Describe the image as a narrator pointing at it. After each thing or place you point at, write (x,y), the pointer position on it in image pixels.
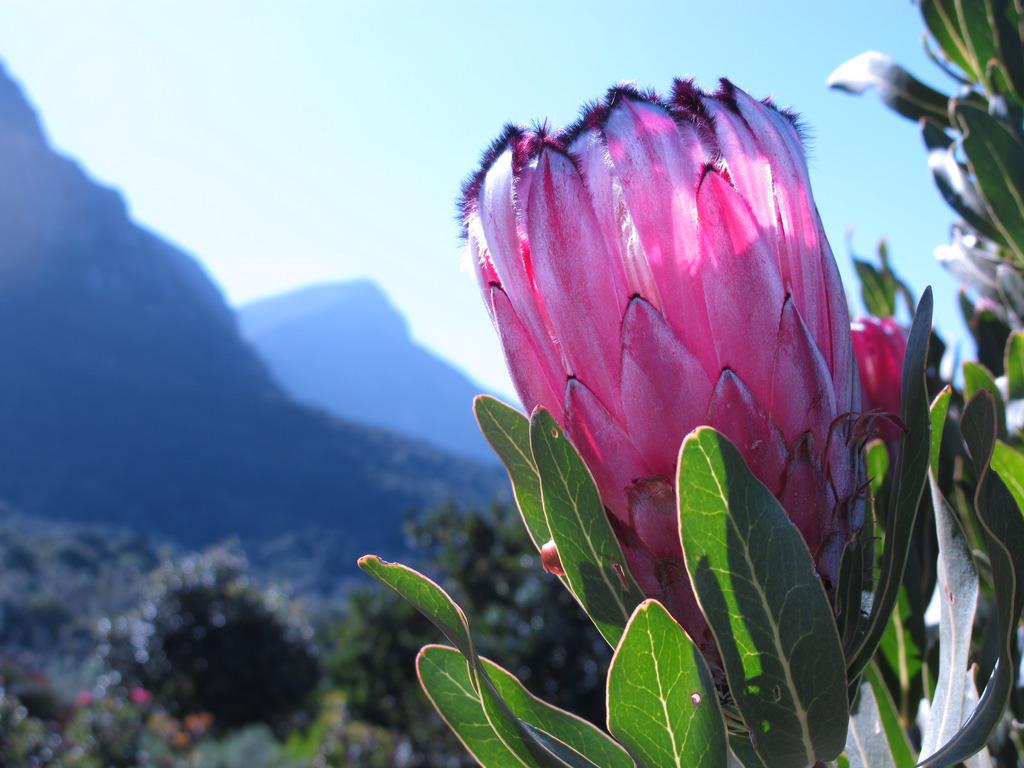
In the center of the image (554,266) we can see flower (608,271) to a plant (626,558). In the background (304,653) we can see trees (284,675), hills (238,423) and sky (335,136).
